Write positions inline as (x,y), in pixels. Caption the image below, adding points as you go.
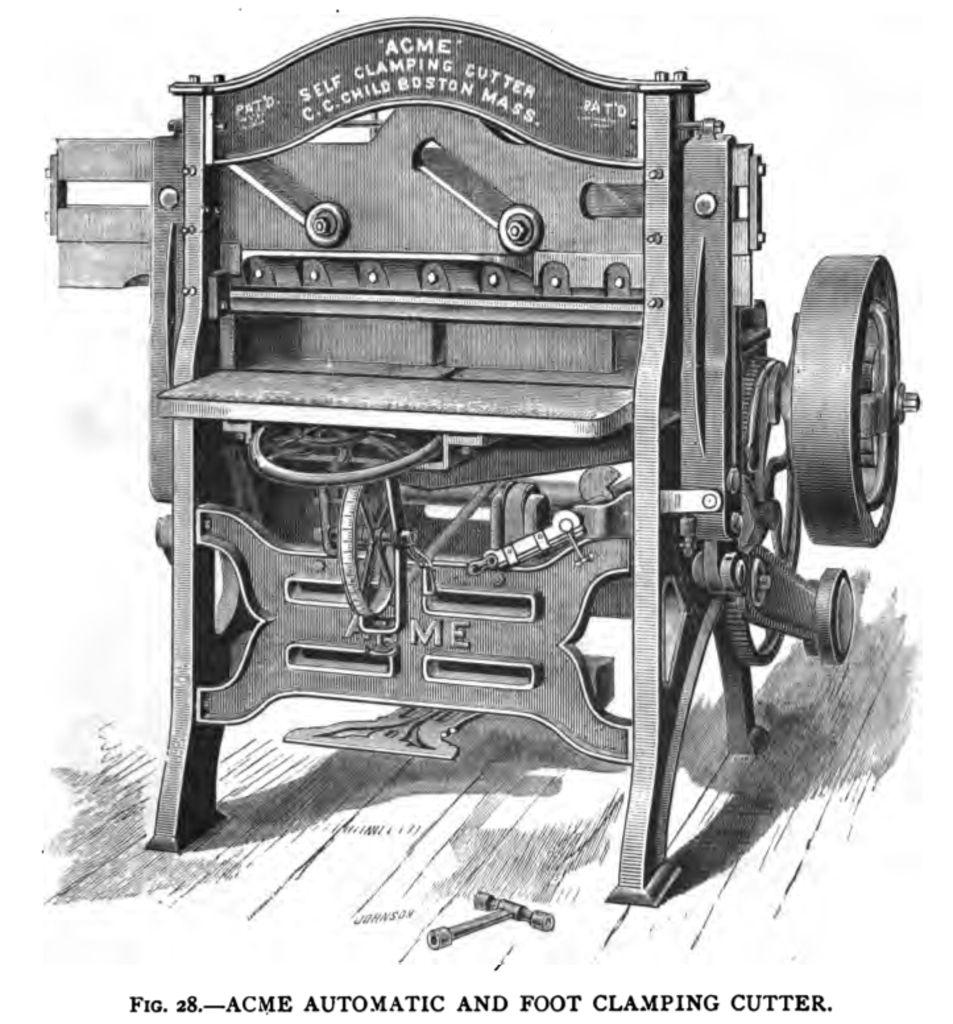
Black and white picture. A picture of a machine (471,580). Bottom of the image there is a caption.
